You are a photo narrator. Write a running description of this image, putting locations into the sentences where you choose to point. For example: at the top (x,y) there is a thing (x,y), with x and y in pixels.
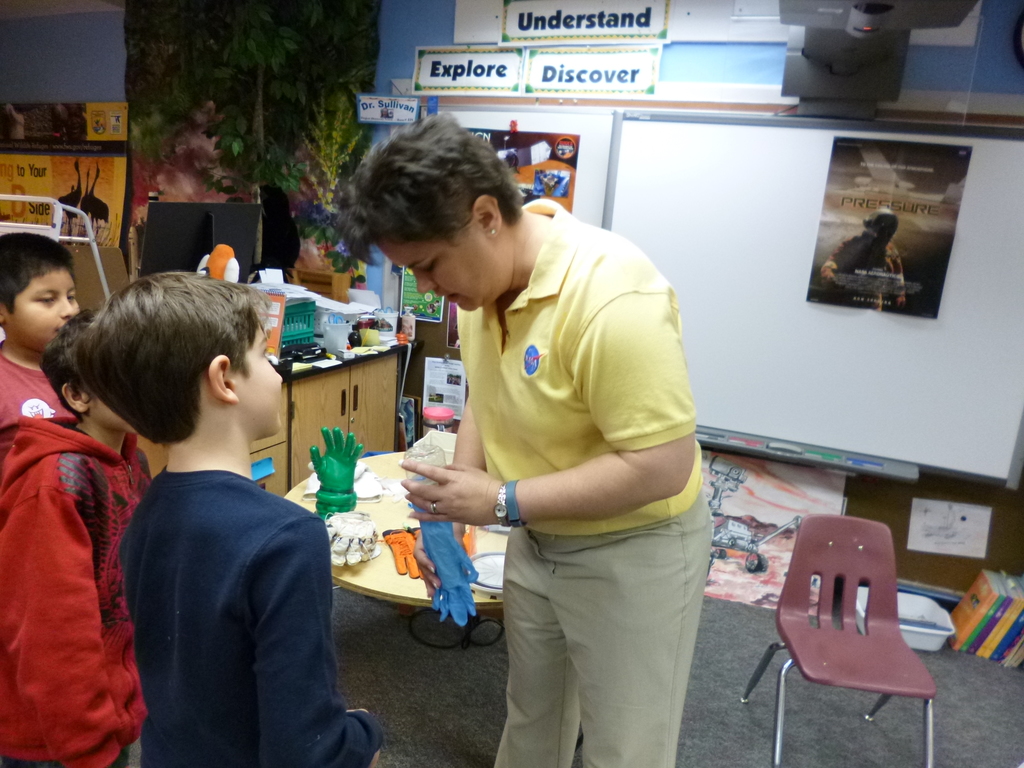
A woman (540,412) wearing a yellow t shirt (538,437) is holding a bottle (428,459). There are three children (96,410) standing in front of her. And there is a table (385,588) and a chair (825,625) in this room (824,623). On the table (379,516) there are hand (340,472) and many other items (394,556). In the background (689,242) there is a wall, pictures (869,206) and books (993,614) are kept. Also there is a cup board (318,394), on the cup board (334,390) there are many other items (310,289). On the wall (288,114) there is a painting (179,140).
